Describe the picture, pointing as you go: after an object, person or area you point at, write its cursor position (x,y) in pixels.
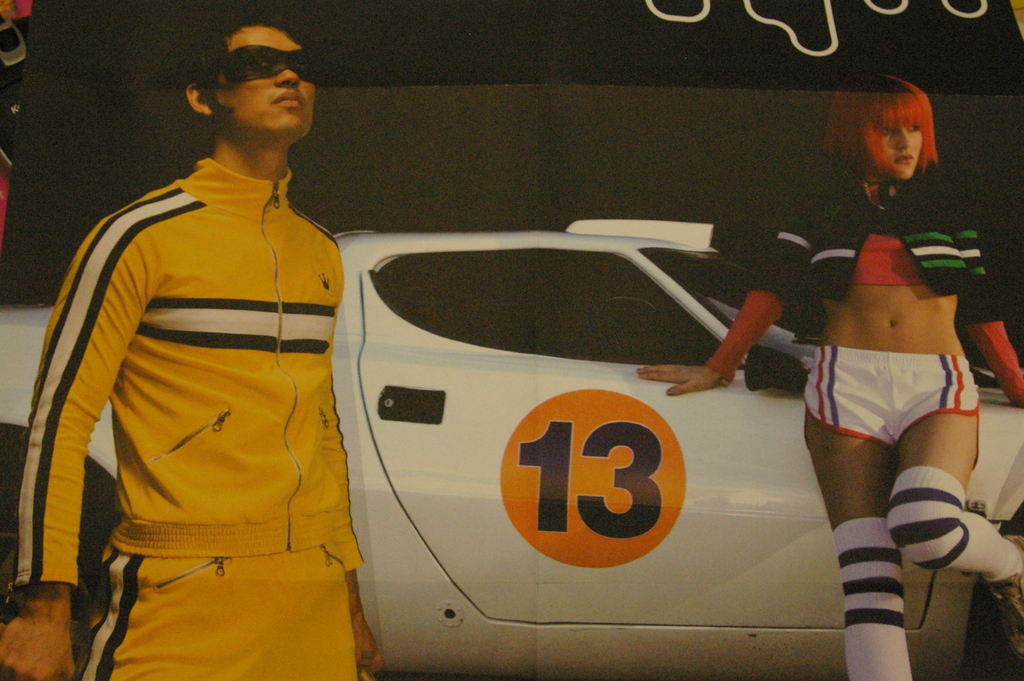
In this picture we can see a man (268,404) wearing yellow color jacket (274,455) and track (149,677), standing in the front (301,515) and giving a pose. Behind there is a white color racing car (705,548). On the right side (932,256) there is a woman (937,335) wearing a green jacket (902,238) standing and giving a pose into the camera. Behind there is a black background (465,58).
